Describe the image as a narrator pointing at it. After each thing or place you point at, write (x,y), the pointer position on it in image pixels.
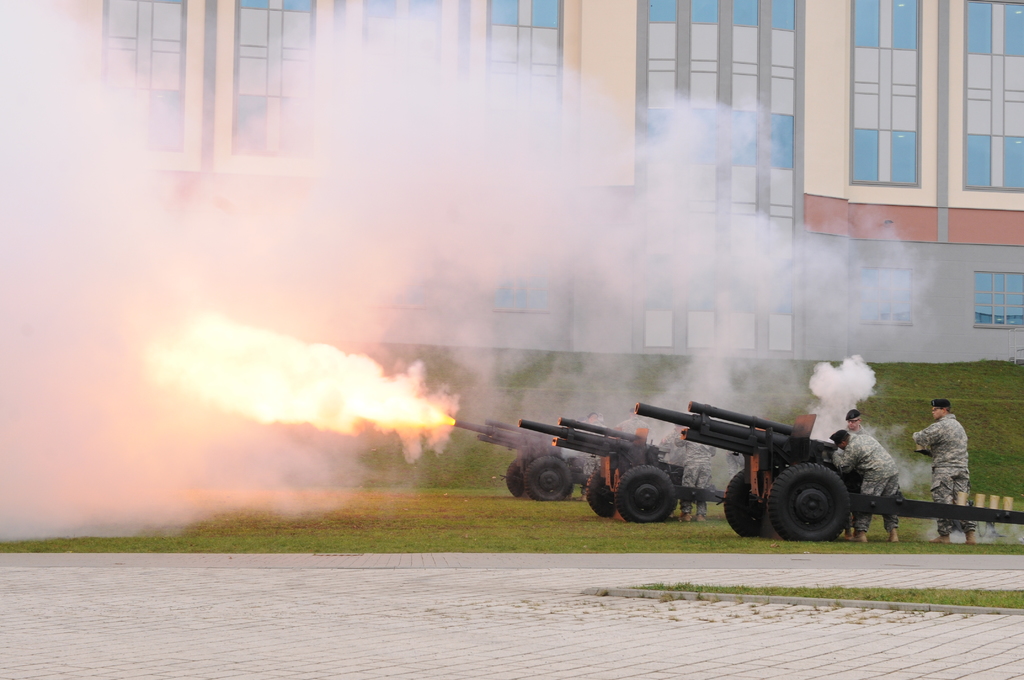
In this image we can see cannons (764,453) on the ground (454,482), persons (867,457) standing, buildings (164,71) and floor (535,610).
